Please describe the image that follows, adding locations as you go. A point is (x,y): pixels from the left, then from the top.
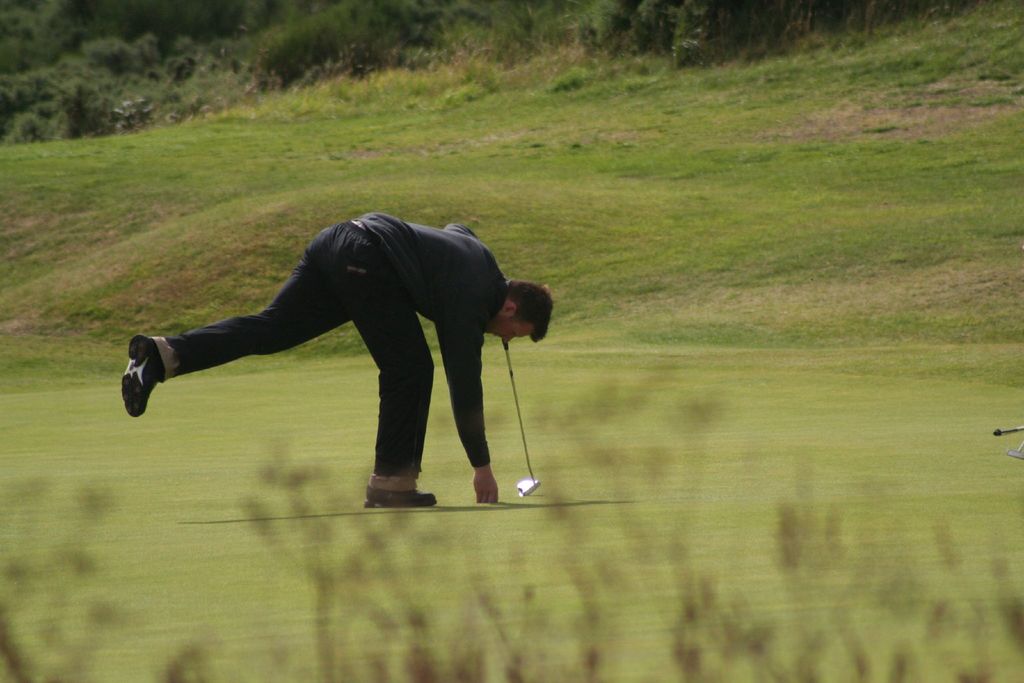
In this image we can see there is a person (400,410) standing on the ground (508,462) and holding a golf stick (522,482). And there are trees (141,70) and grass (317,118).
